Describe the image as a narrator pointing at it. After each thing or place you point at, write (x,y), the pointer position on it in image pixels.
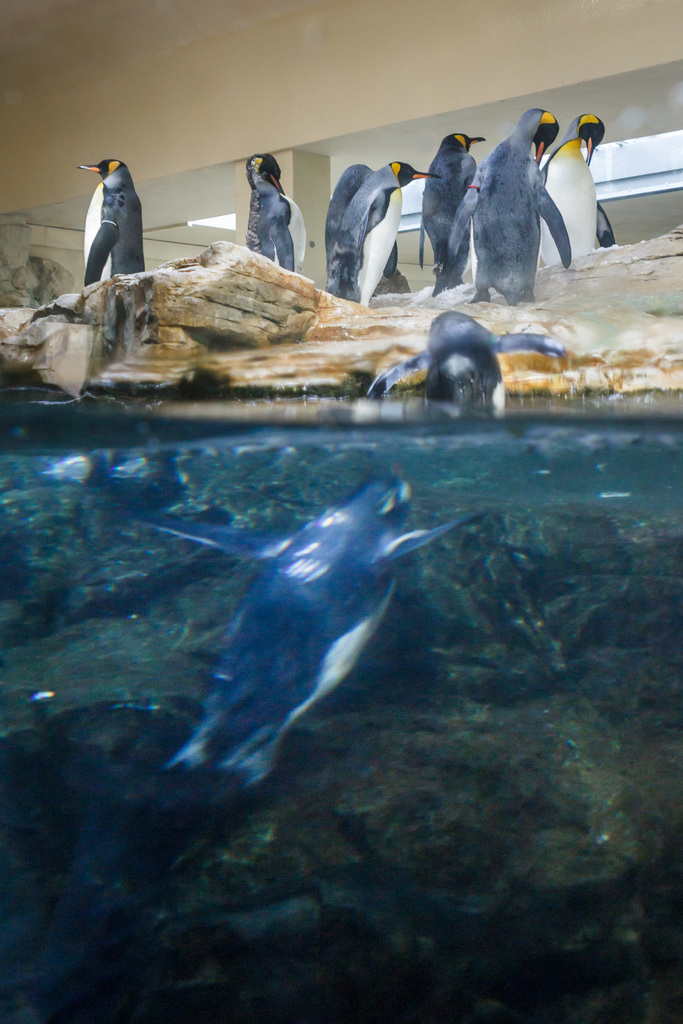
In this image we can see penguins (264,179) and rocks (330,297). In the background of the image (330,158) there is a wall (560,15) and other objects (625,192). At the bottom of the image (262,727) there are water (337,693) and penguins (343,671).
